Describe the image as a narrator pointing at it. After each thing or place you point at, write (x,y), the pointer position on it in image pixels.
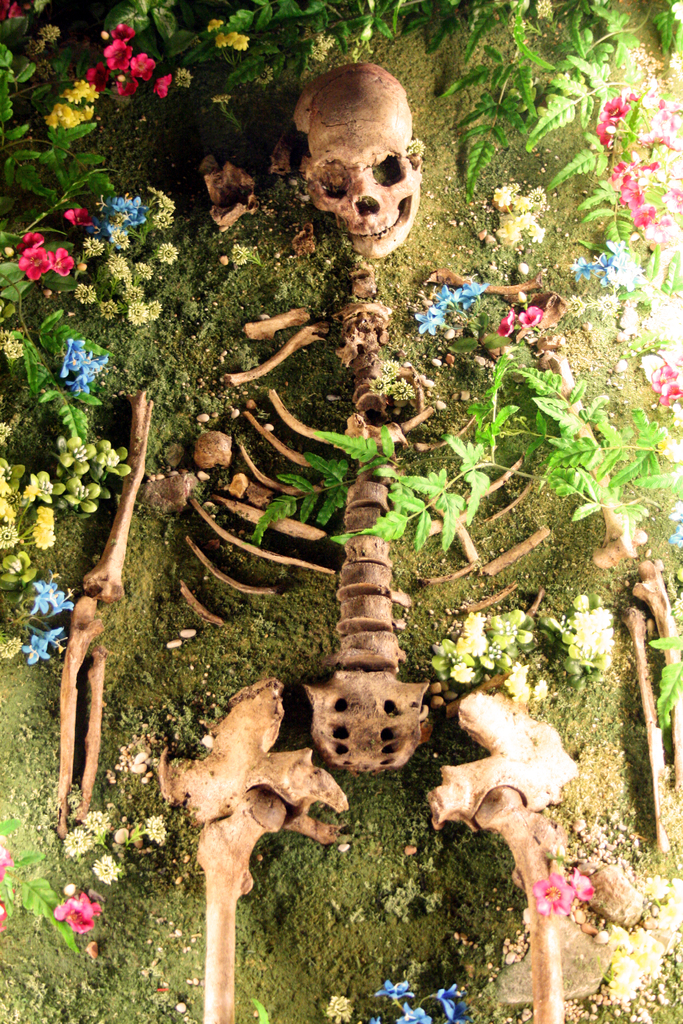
In this image we can see a skeleton (379,676). In the background (454,194) there is mud (565,681) and we can see plants (653,256). There are flowers (627,958).
